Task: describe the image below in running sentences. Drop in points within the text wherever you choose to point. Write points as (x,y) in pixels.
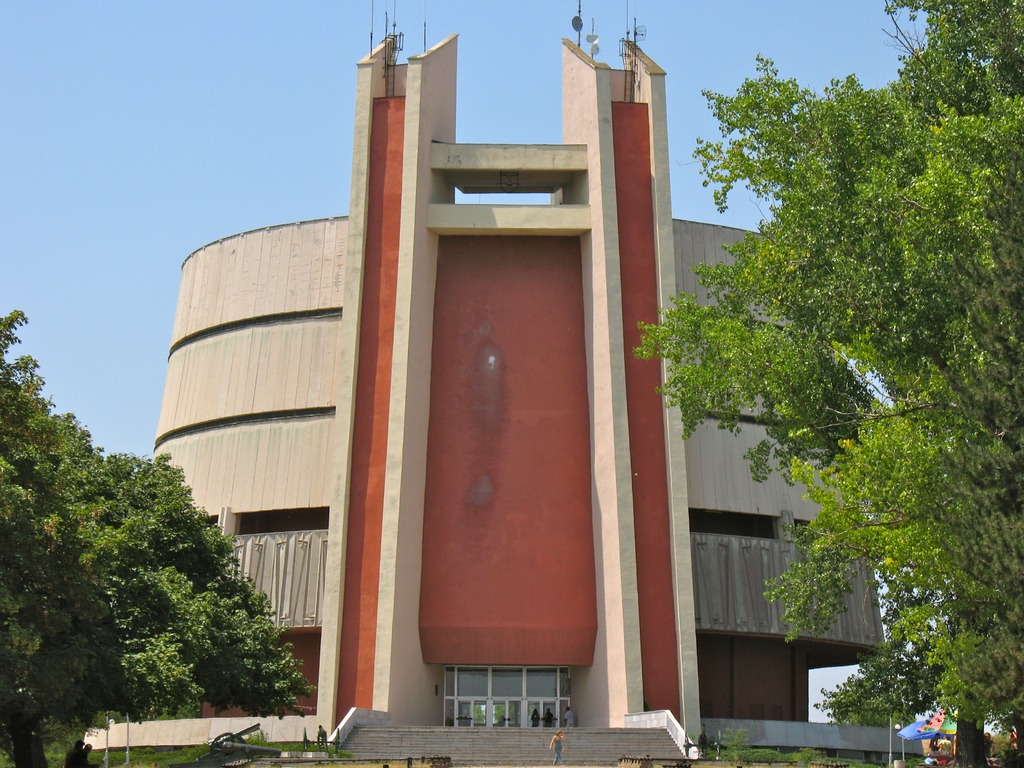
In this image I can see few trees (946,661) in green color and I can see few people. In the background (589,380) I can see the tent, building (334,250) and the sky (209,158) is in blue color.
